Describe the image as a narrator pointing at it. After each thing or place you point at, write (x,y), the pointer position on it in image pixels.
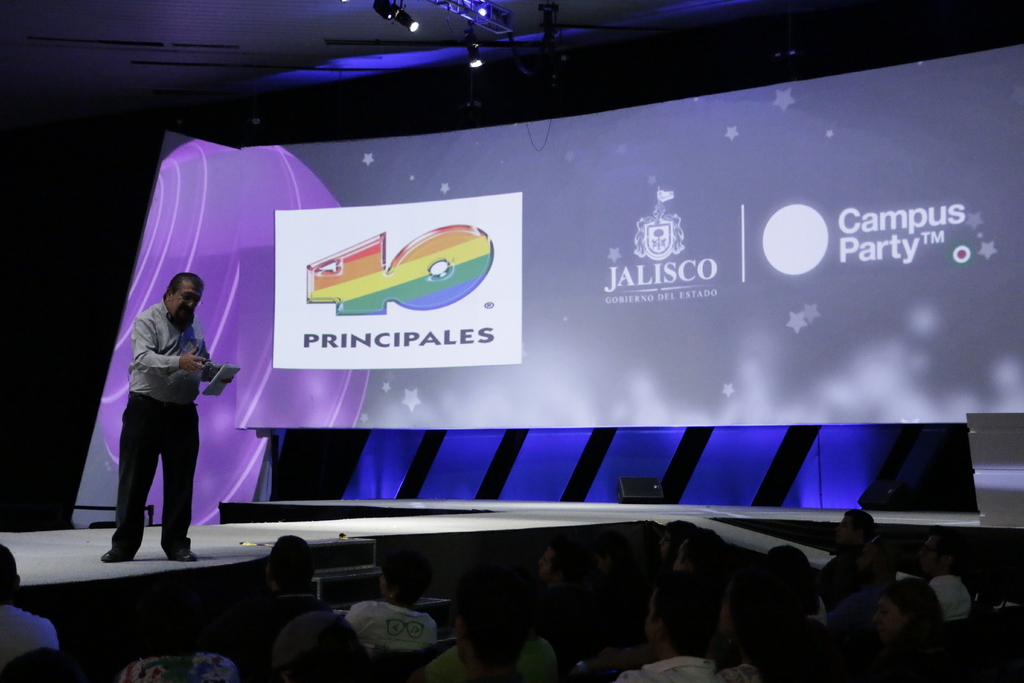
This image is taken indoors. At the bottom of the image (311,594) a few people (833,619) are sitting in the chairs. At the top of the image (300,33) there is a roof (509,52) and there are a few lights (474,52). In the background (341,271) there is a screen (531,267) with a text (460,282) on it. In the middle of the image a man (153,386) is standing on the dais (155,547) and he is holding an object (223,384) in his hand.
